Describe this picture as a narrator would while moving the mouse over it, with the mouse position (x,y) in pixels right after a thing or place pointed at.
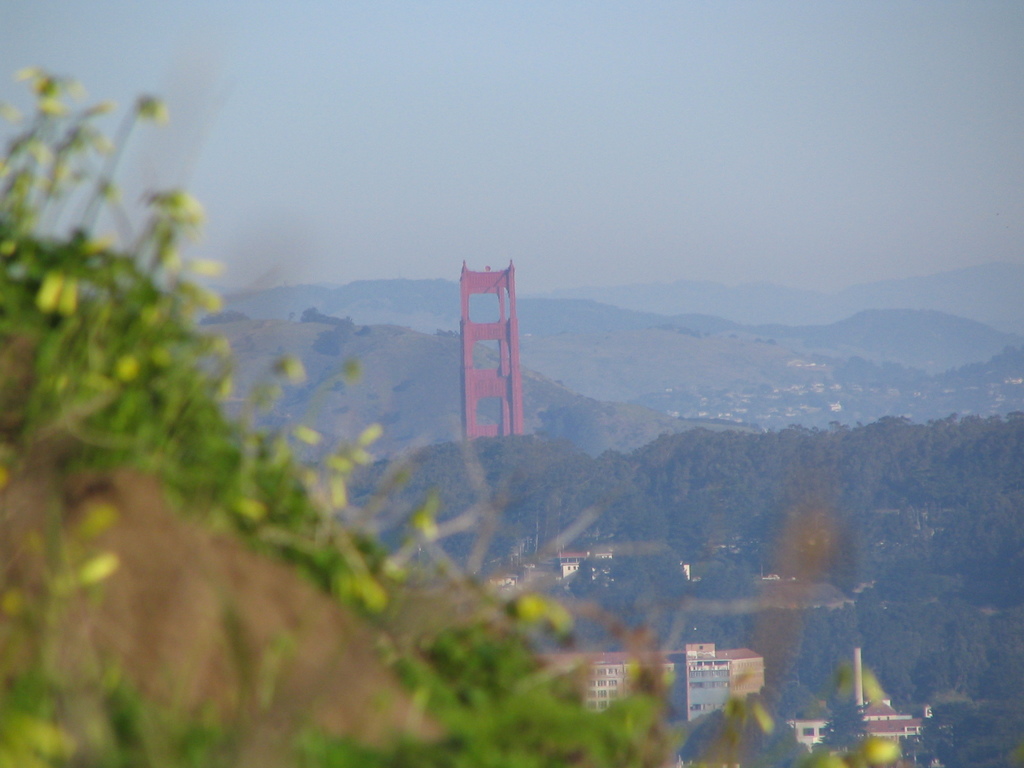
In this image we see many hills (413,407), trees (836,518) and plants (734,741). There are many houses (893,735) and building (878,730) in the image. There is a sky (701,140) in the image.
